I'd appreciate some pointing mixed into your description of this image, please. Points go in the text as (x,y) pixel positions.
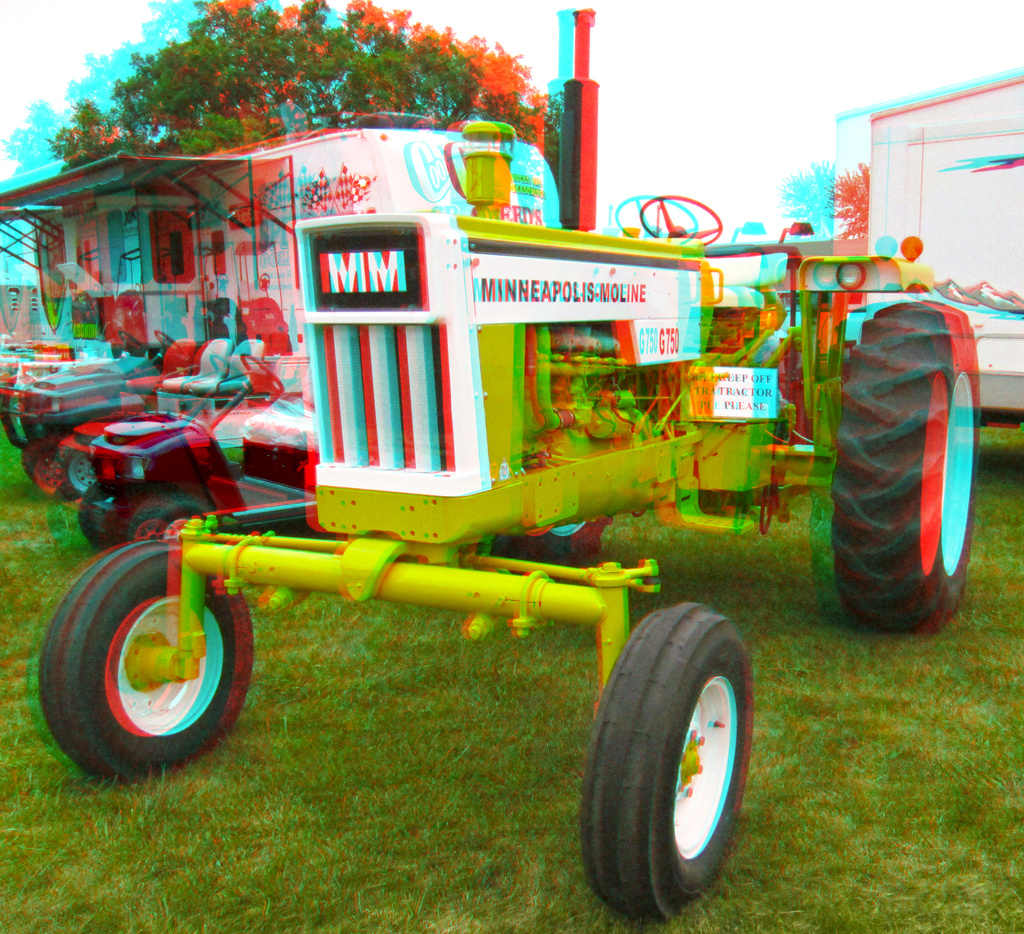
In this image there is a tractor (489,344) in the middle (482,428). Beside the tractor (507,471) there is a caravan (159,251). In the background (305,65) there is a tree (393,77) with the flowers (398,24). At the bottom (318,823) there is grass (307,798). On the right side (951,215) there is a white color container (965,245).
